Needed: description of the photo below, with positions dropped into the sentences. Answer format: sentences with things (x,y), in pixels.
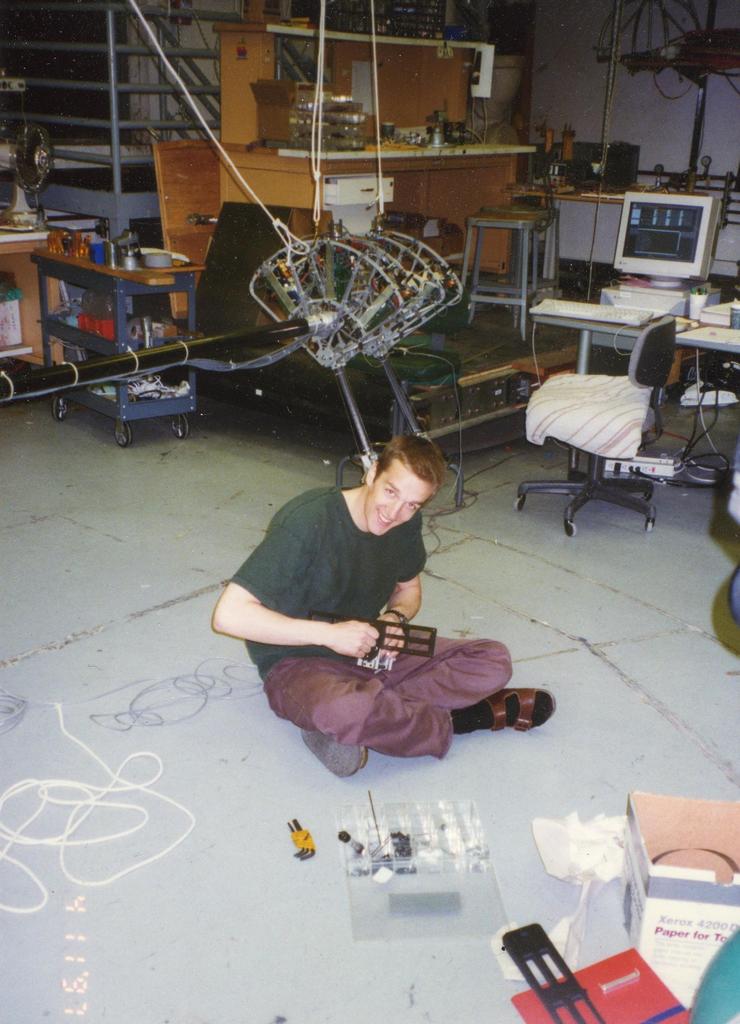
In this picture we can see a man (273,622) is sitting on the floor (277,723) and holding an item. In front of the man (329,698) there is a cardboard box (681,905) and other things (477,920). Behind the man (298,608) there are tables (637,326), chair (671,326), stool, monitor (622,257) and other items (307,270).
